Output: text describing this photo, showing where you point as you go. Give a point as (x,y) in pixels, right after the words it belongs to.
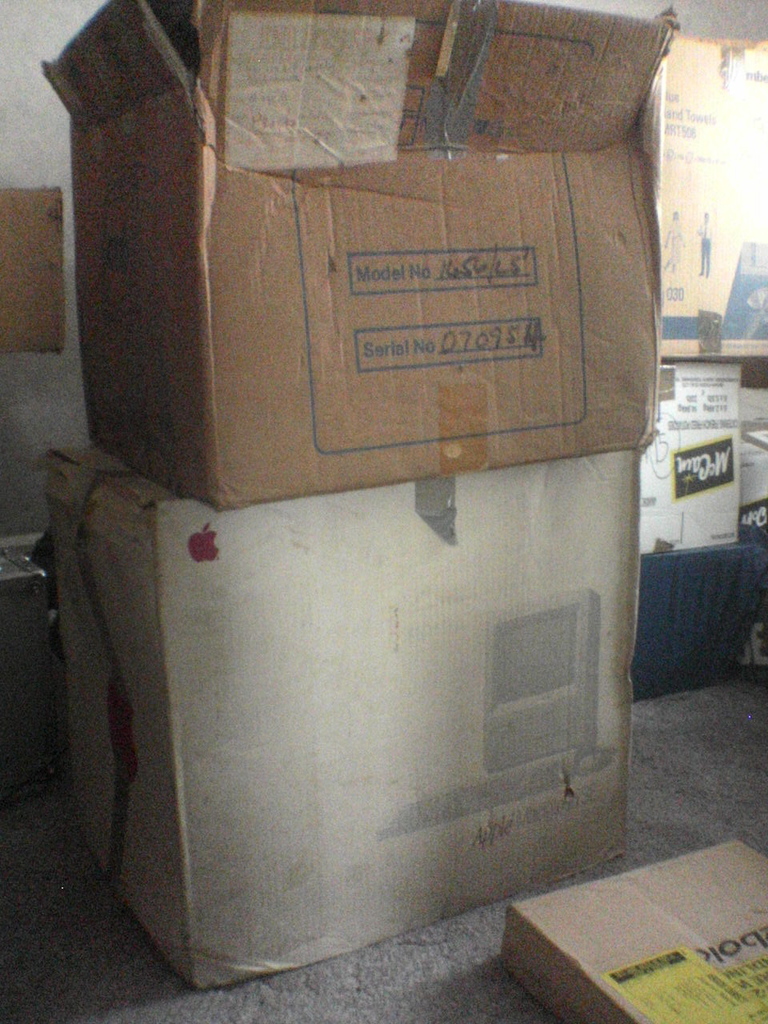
In the foreground of this picture (603,481) we can see the boxes (269,489) placed on the ground (409,984) and we can see the text (467,326) and numbers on the boxes (294,722). In the background (10,147) we can see the wall (37,368) and the text (716,423) on some other boxes (687,201) and we can see some other objects (38,682).
